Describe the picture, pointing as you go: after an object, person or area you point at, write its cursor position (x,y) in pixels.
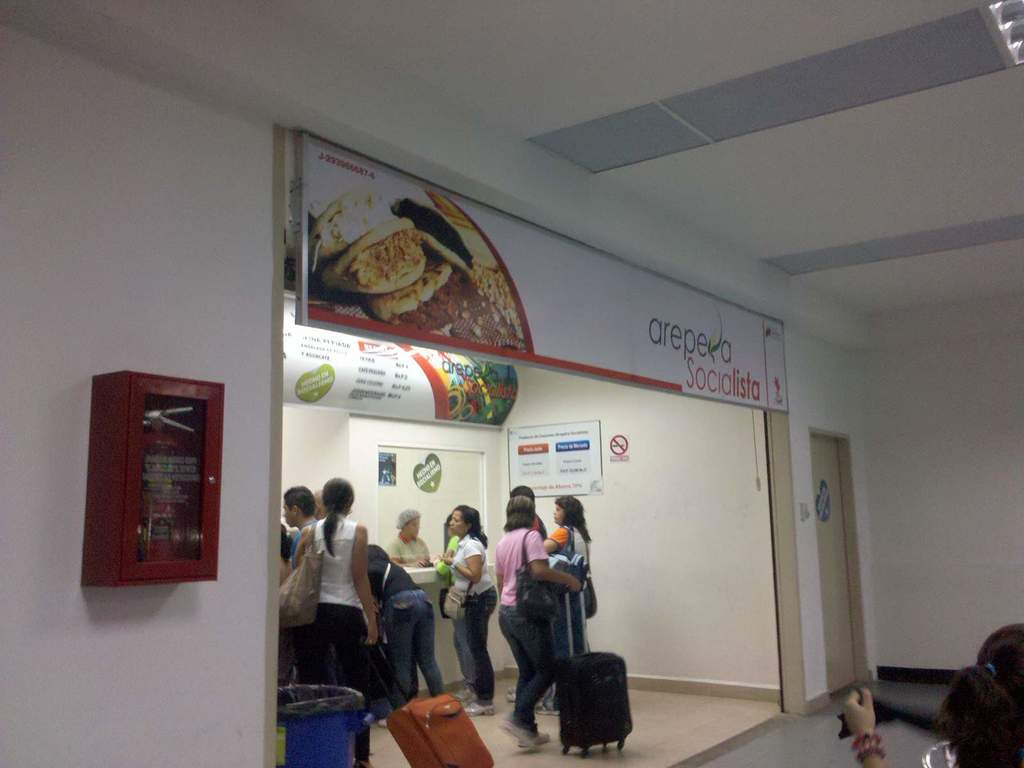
On the right side of the image (988,700) there is a person (999,735). There is a poster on the closed door (835,679). There are people (464,546) holding the luggages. In front of them there is a table (417,572). Behind the table (435,588) there is a person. Behind the person (413,551) there are posters (421,489) on the door (380,445) and a wall (573,414). There are boards (556,314) with some text (443,365) and pictures (484,309) on it. On the left side of the image (160,401) there is some object (166,482) on the wall (57,626). On top of the image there is a light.
